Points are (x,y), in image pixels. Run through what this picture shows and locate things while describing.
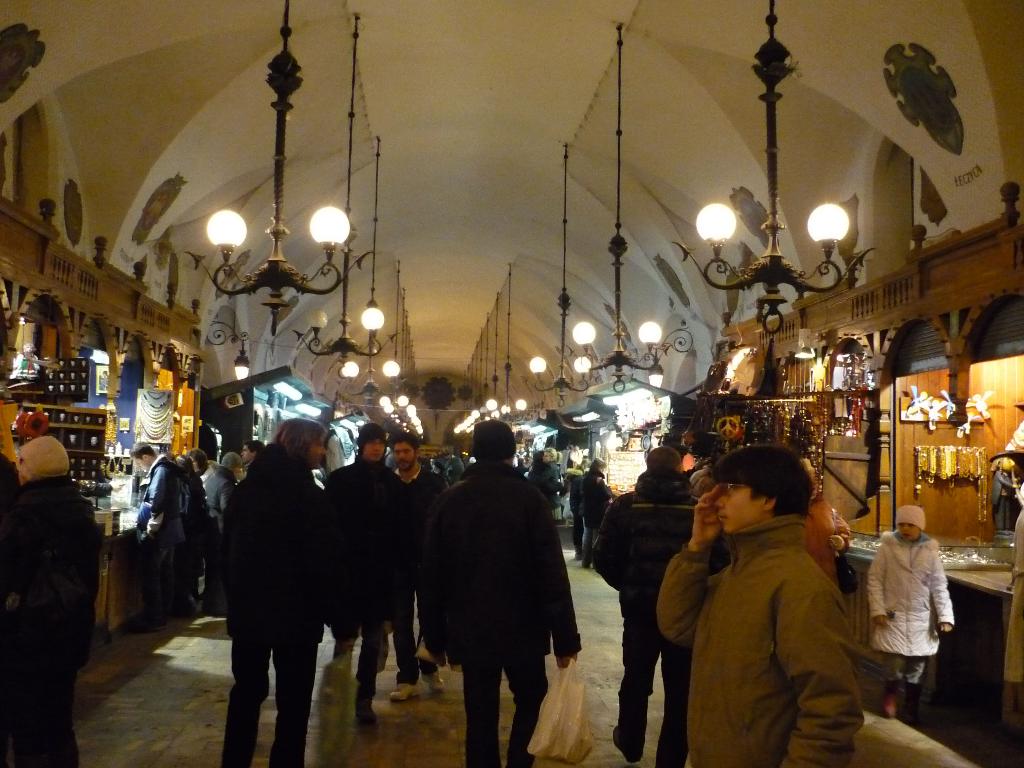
In this image we can see an inside view of a building (500,389). In the foreground (546,556) we can see group of persons (772,580) standing on the ground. One person (530,552) is holding a bag (572,682) in his hand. In the background (818,401), we can see some objects (1008,511) placed on walls (871,455), a group of lights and the ceiling (544,341).
